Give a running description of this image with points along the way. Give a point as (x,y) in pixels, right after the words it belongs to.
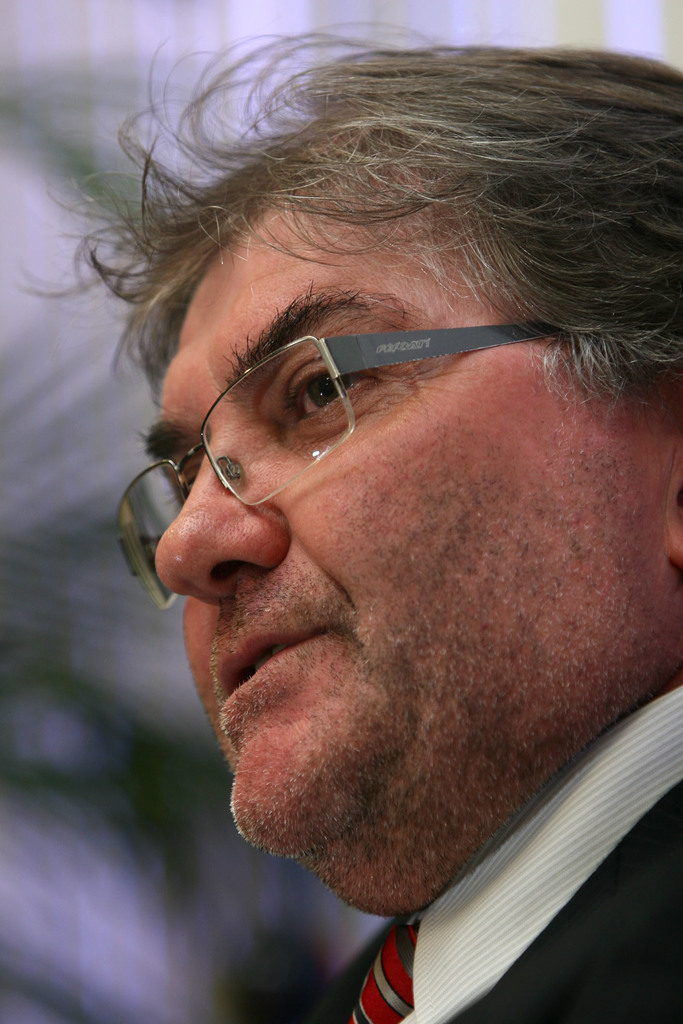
In this image in front (651,748) there is a person (338,814) and the background of the image (76,417) is blur.
